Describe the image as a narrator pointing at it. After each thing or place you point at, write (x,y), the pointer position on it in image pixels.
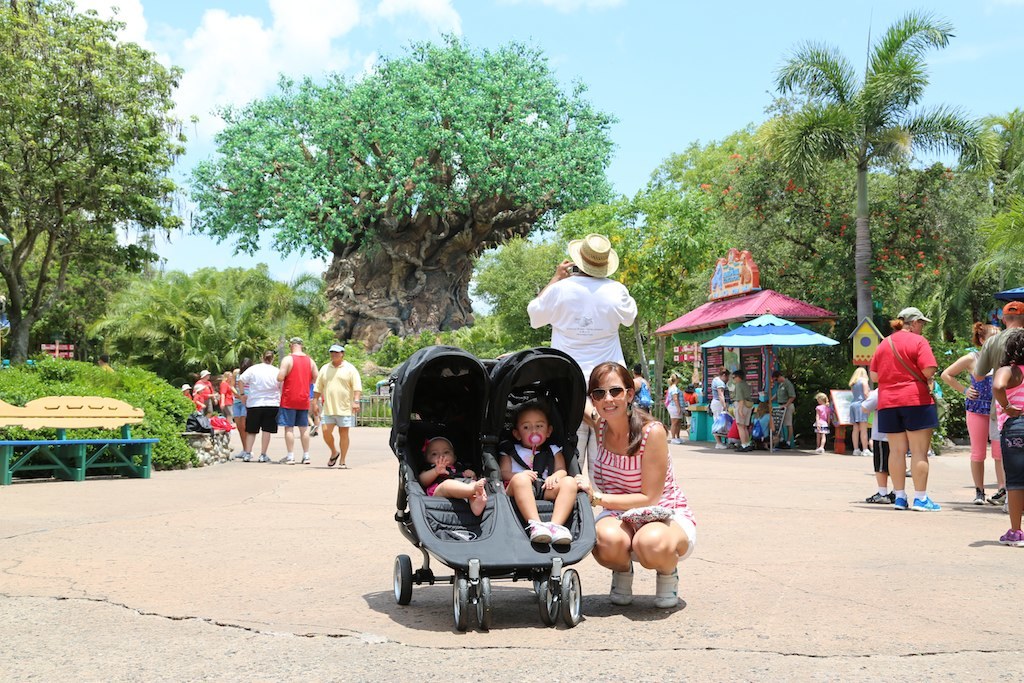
A woman (624,401) is there, beside her there are 2 kids (518,496) in this vehicle (499,505) and behind them a person (557,334) is standing, that person (598,284) wore a hat (600,273). These are the green trees (572,203).
